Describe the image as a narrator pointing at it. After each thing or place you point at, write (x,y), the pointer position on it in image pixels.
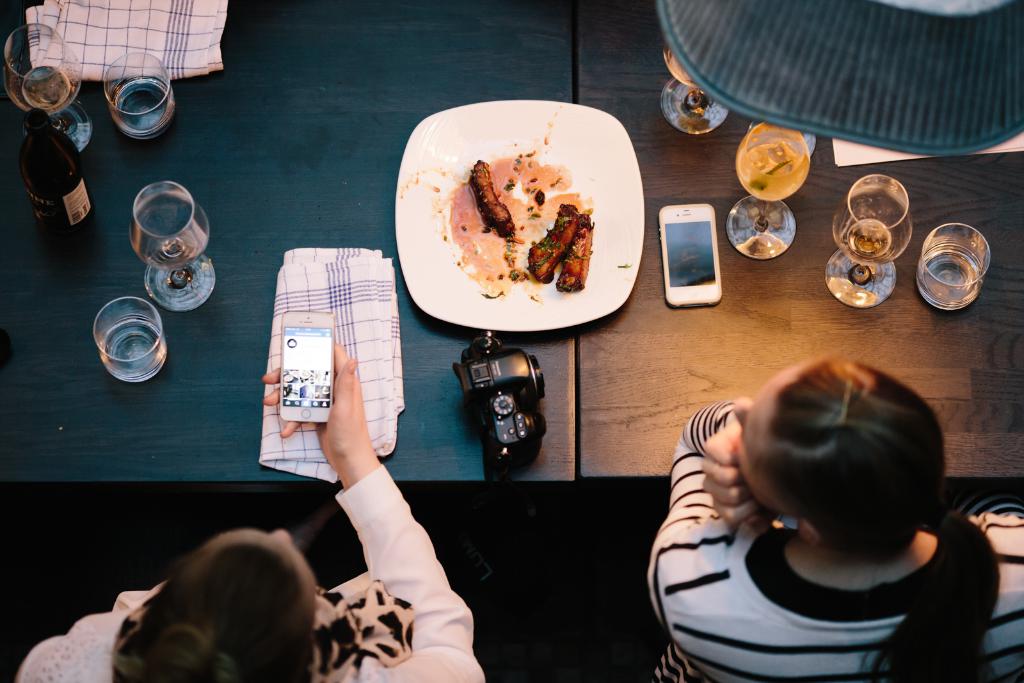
The image is inside the room (843,274). In the image there are two women (765,527) sitting in front of a table (782,281). On left side (338,407) there is a woman (420,529) who is wearing a white color shirt (430,615) holding a mobile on her hand (336,394). On table (370,193) we can see plate (465,277), mobile (712,292), glass (758,177), bottle (75,196), hand kerchief (162,42) and a camera (499,397).
